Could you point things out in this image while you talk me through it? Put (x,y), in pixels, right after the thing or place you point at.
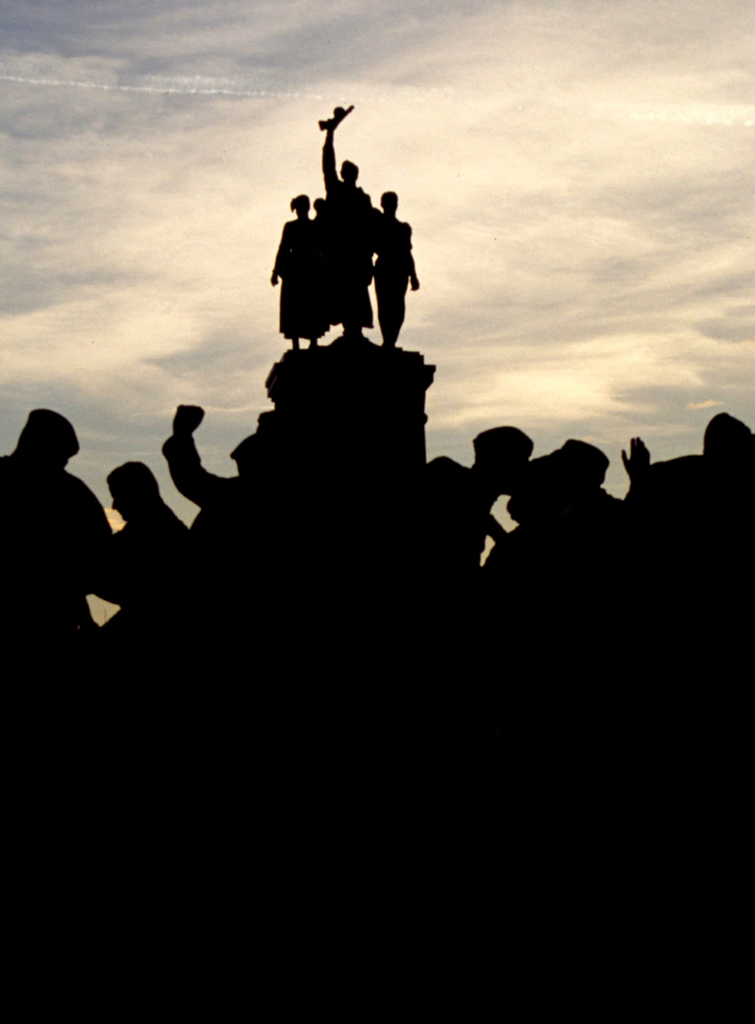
In this picture we can see statues (393,344) here, in the background (512,198) we can see the sky (517,183).
